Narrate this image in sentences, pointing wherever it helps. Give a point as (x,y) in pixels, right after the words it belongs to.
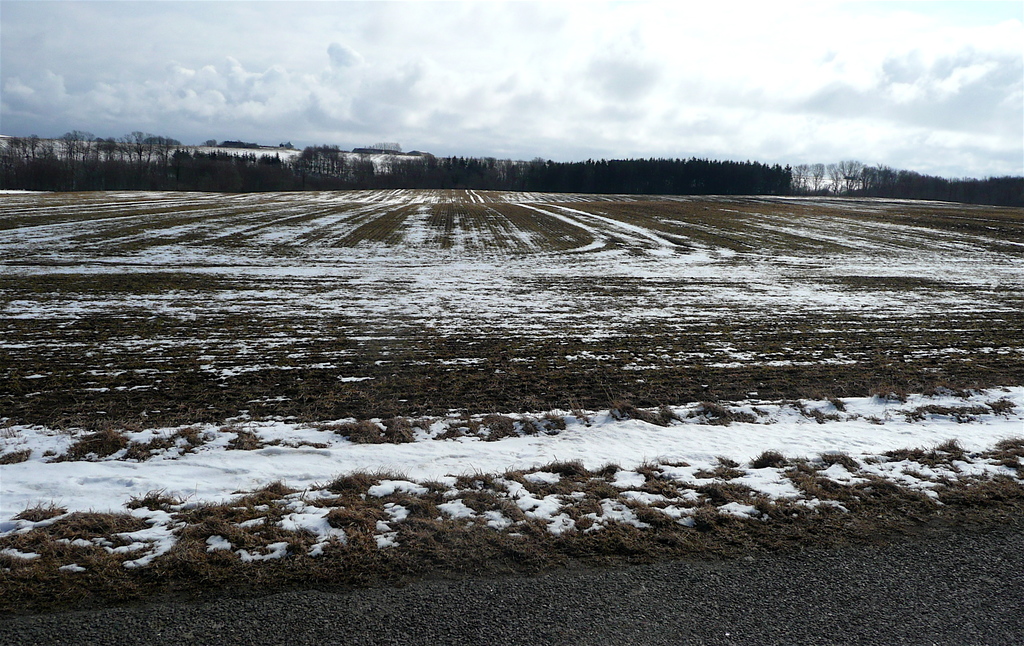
In this image I can see snow (321,222), trees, dried grass (602,495) and cloudy sky (488,59).
